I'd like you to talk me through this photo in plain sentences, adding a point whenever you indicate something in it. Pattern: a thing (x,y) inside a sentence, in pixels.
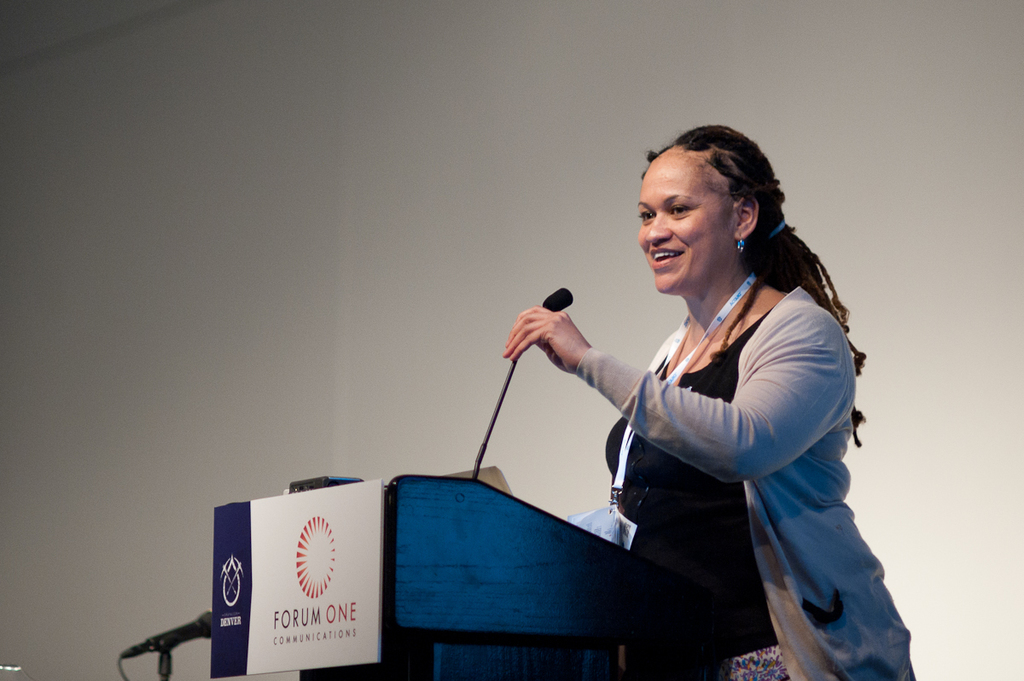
Here we can see a woman (714,375) standing near a speech desk (507,515) with a microphone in her hand (535,327).
